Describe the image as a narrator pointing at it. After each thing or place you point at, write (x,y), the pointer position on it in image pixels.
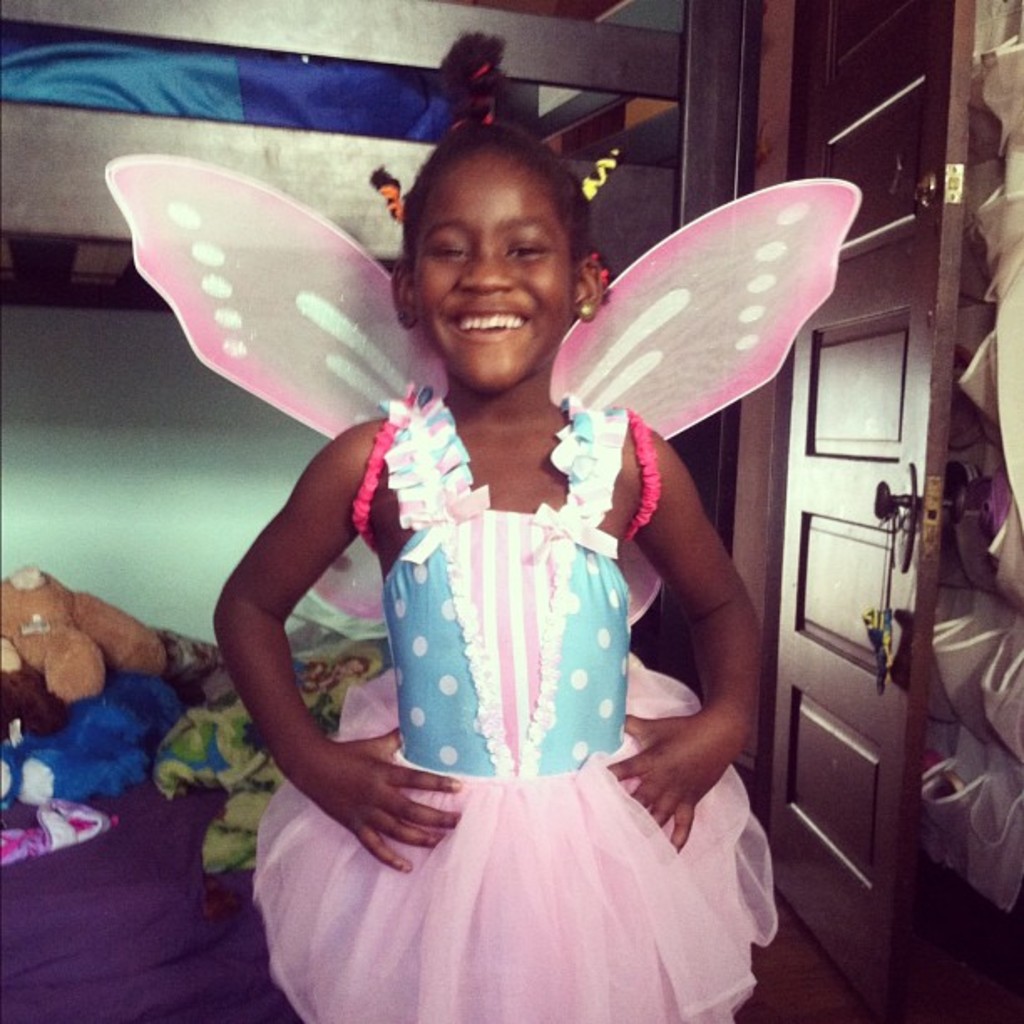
In this image there is a girl (379,541) standing and smiling, and in the background (887,59) there is a door (827,537), there are toys (62,636) on the bed (65,1023), and there are some items (991,510).
